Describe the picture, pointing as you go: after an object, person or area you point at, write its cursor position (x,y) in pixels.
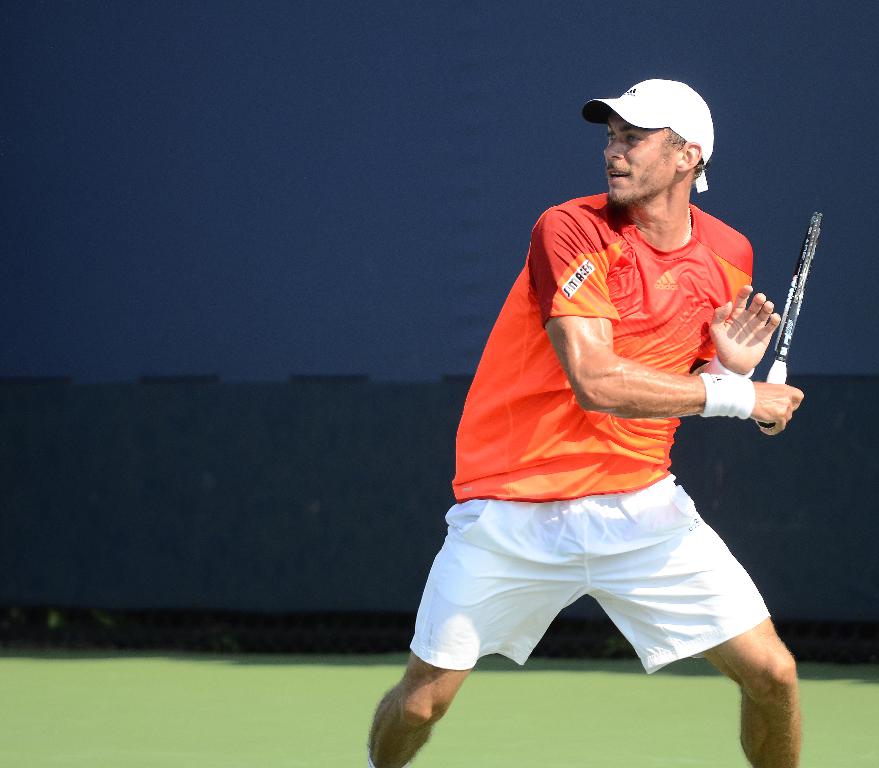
Here in this picture we can see a person (571,404) standing in a court (350,721) and we can see he is holding a tennis bat (796,296) in his hand (757,393) and he is motion and he also wearing a cap (688,111) on him.
